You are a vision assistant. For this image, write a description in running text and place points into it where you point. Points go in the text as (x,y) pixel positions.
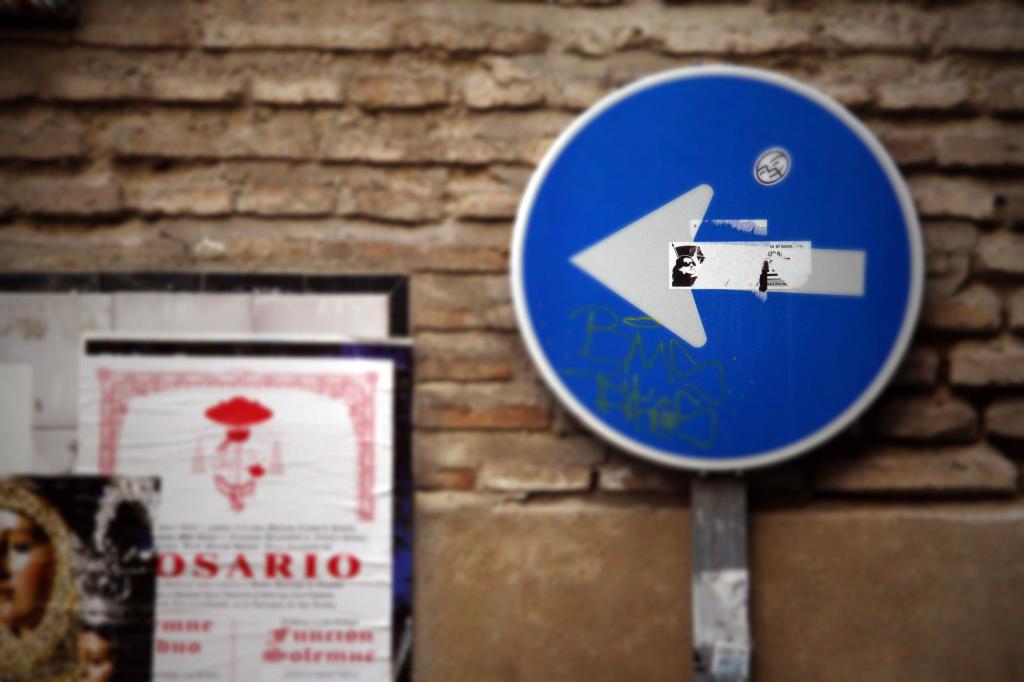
In this picture there is a sign pole (666,364) on the right side of the image (793,291) and there are posters (289,439) on the left side of the image (185,270), there is a wall (375,81) in the background area of the image (504,41).
